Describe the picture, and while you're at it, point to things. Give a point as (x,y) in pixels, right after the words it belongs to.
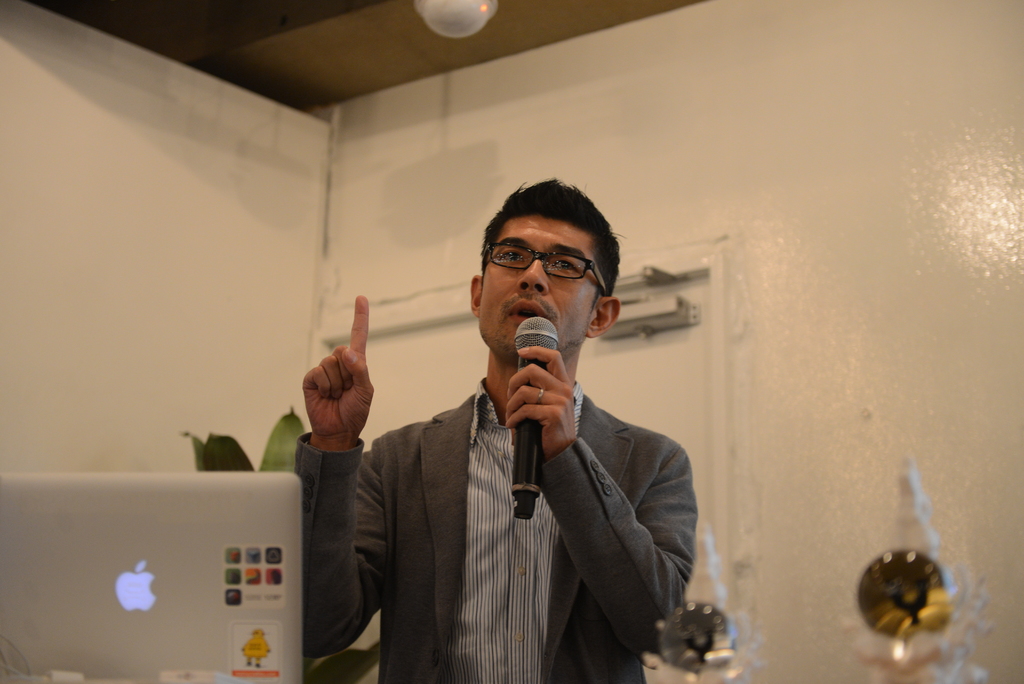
This man (576,349) wore suit (578,548) and holding a mic (523,345). This is laptop (157,566). Far there is a plant (245,460). This man (477,463) is talking in-front of mic (539,329).
